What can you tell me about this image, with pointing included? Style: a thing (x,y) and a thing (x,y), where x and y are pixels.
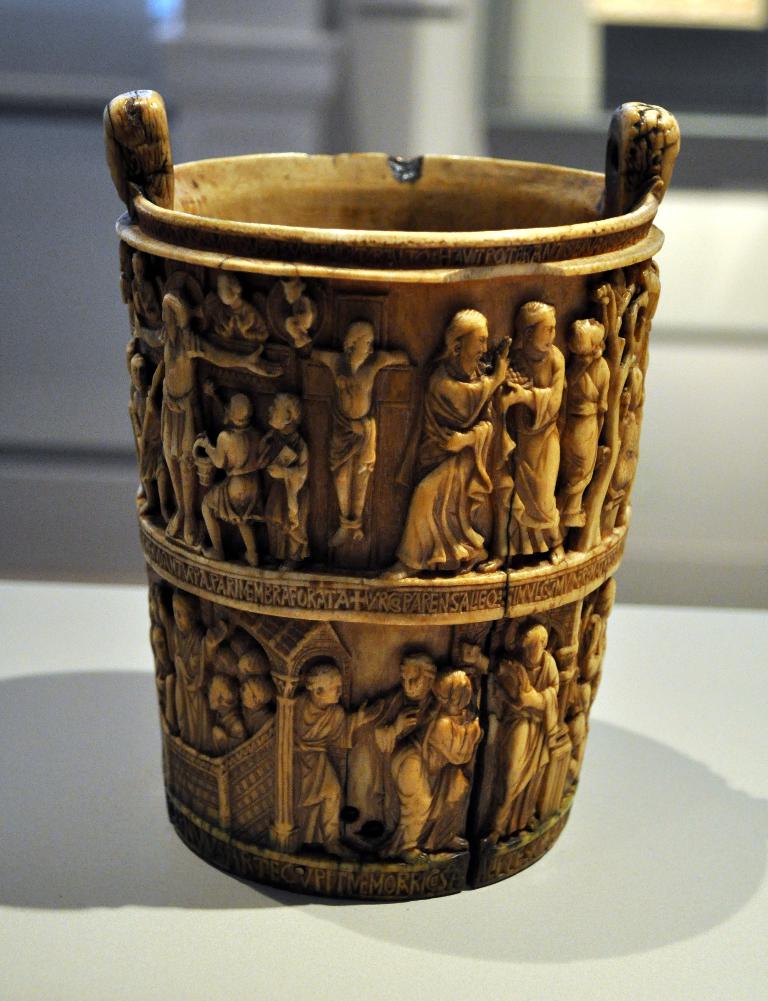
In this image we can see an object (311,428) which looks like a cup (414,549), on the cup (452,654), we can see some sculptures (473,360) and there are some pillars (464,28).
